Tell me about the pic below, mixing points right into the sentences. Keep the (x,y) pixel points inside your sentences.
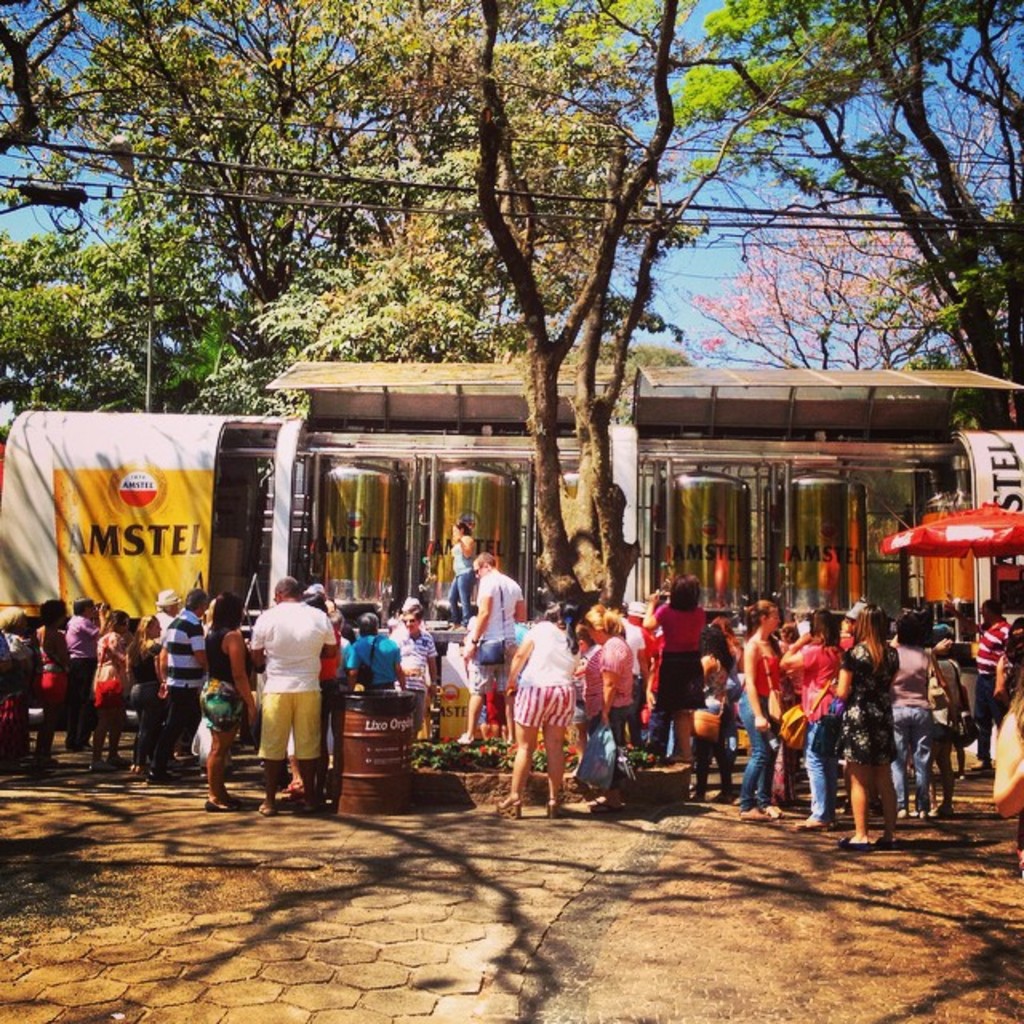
In this picture I can see a group of people (327,679) in the middle (680,606), in the background (241,313), they look like the cylinders (366,527) and there are trees (530,282), at top (750,214) there is the sky (840,331). On the left side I can see a street lamp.
